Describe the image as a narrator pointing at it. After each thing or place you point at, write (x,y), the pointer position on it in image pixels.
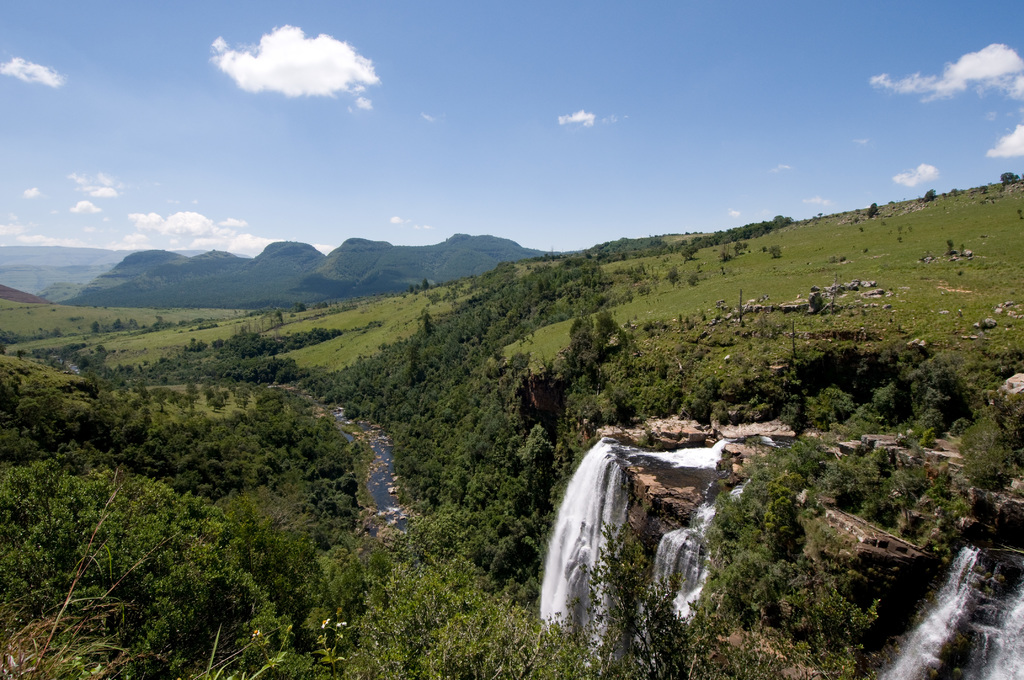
In this image, we can see hills (291,282), trees (492,358), waterfalls (614,500) and there are rocks (825,291). At the top (402,83), there are clouds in the sky (480,154).
